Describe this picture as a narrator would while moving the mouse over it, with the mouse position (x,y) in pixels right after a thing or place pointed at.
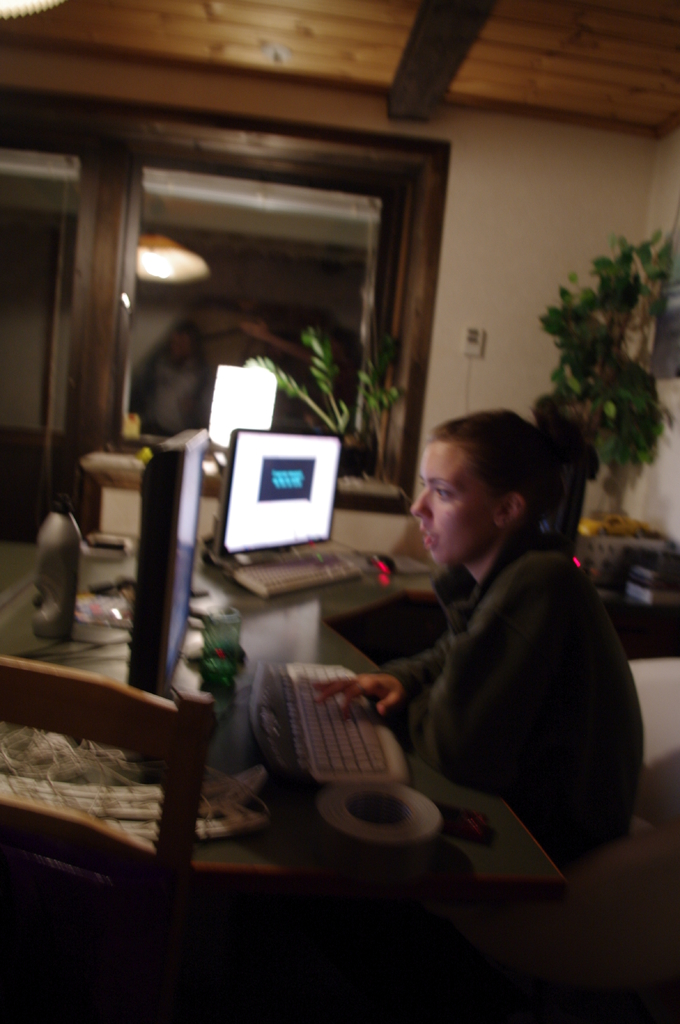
In this image, we can see monitors (173,539), keyboard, tape (335,796), a glass (210,650) and a bottle (65,592) which are placed on the table (288,847) and there is a person (596,824) sitting on the couch (595,852). In the background (236,291), there are plants (607,385) and there is a window (332,215).
